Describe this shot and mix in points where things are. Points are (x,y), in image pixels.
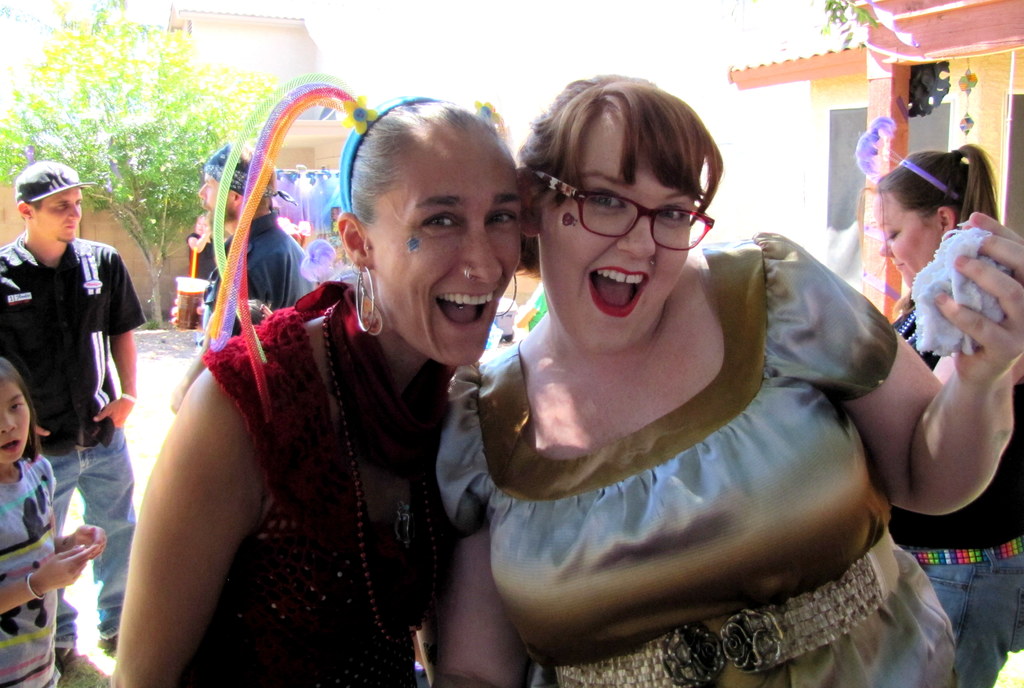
In the image we can see two women (416,452) wearing clothes (577,494) and they are smiling. The right side woman (662,413) is wearing spectacles (644,215) and holding a cloth (932,316) in her hand (966,334), and the left side woman (413,486) is wearing earrings (366,285) and a nose ring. Behind them there are other people (64,222) standing and wearing clothes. Here we can see the tree (144,143) and the building (979,80).
